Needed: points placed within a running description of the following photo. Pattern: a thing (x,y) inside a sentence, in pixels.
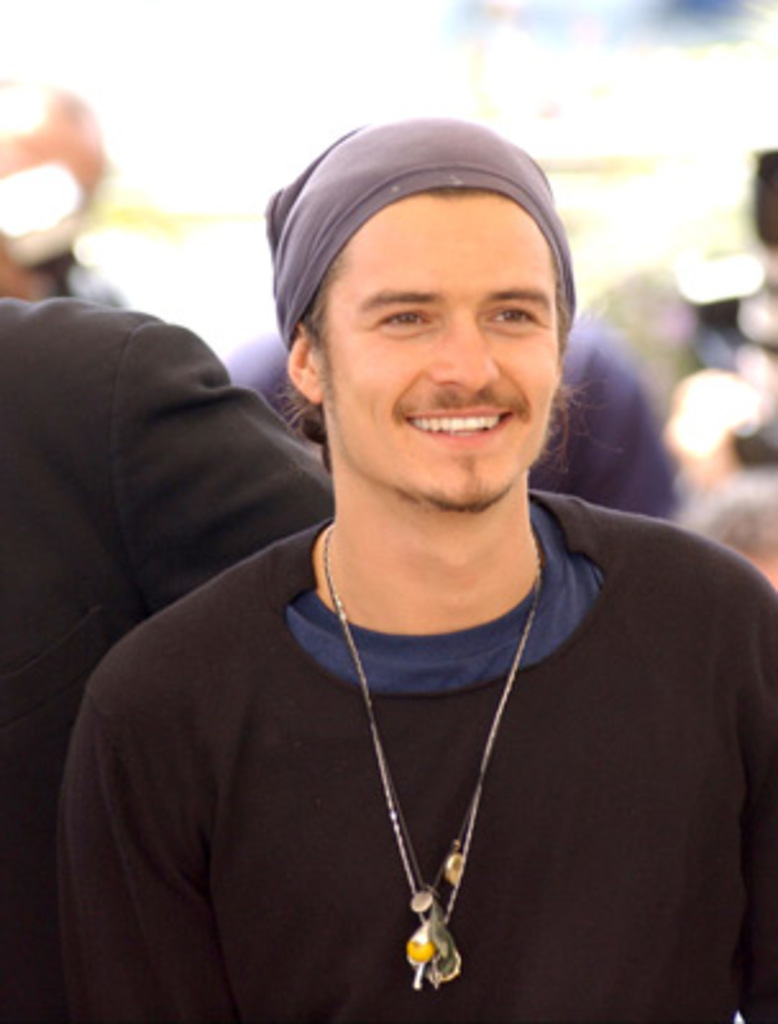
The man (524,486) in front of the picture wearing a black T-shirt (483,750) is smiling. Behind him, we see a person (194,417) who is wearing black blazer (107,509). In the background (185,177), it is blurred.
